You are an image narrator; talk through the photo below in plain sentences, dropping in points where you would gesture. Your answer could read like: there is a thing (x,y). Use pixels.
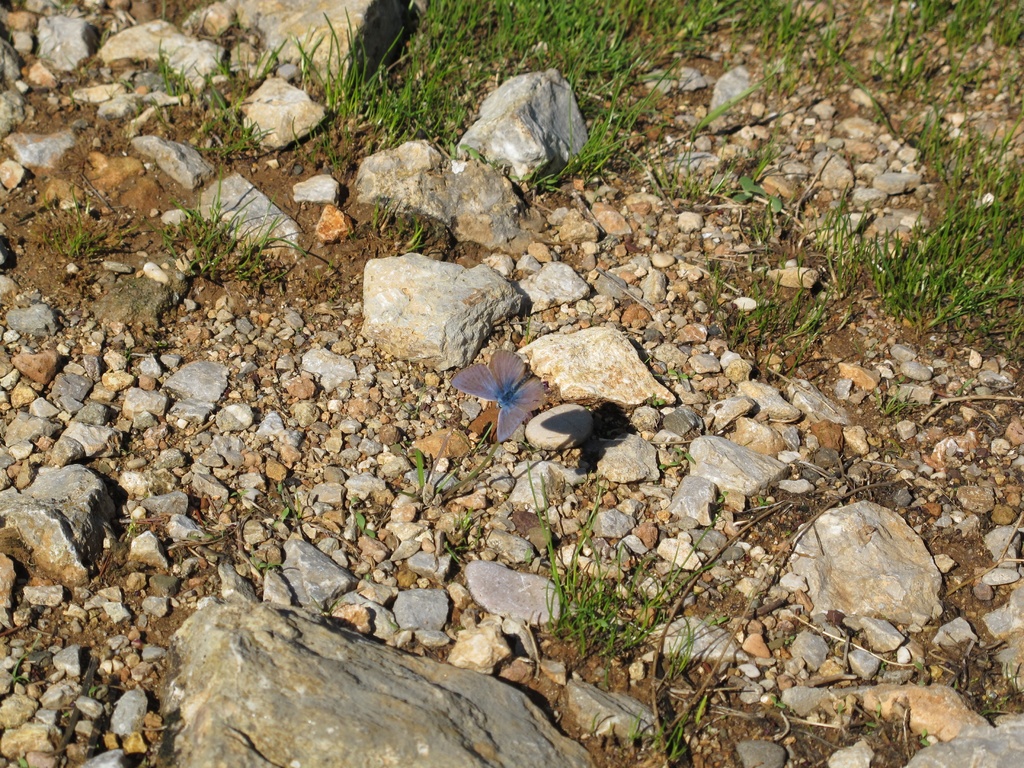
In this image there is a butterfly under that there are so many stones (486,603) and grass (597,611) on the ground (573,738).
